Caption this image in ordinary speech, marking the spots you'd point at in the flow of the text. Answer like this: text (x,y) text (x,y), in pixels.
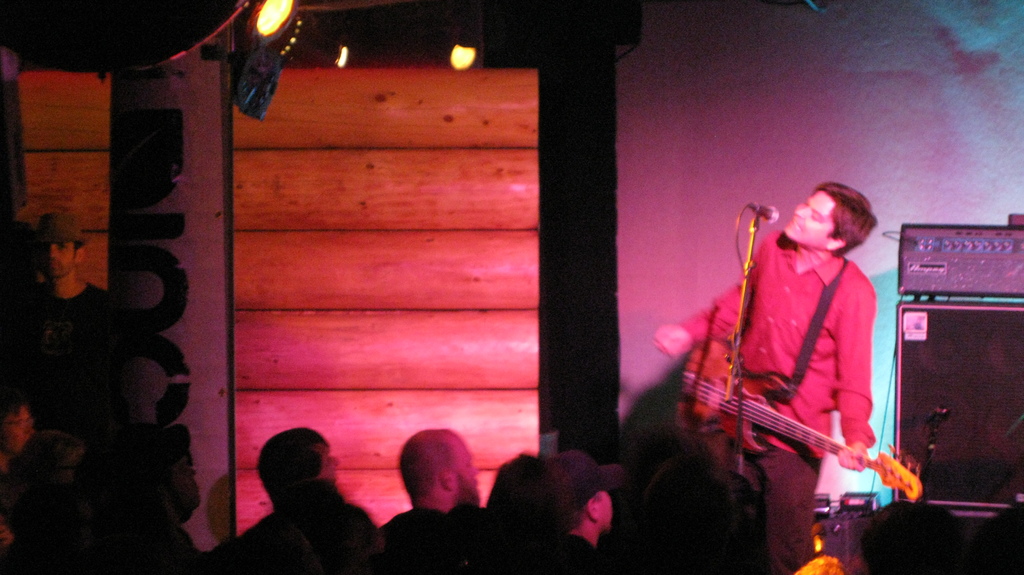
In this image there is a man (854,341) standing with a guitar (713,364) in his hand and a mic (769,209) in front of him and there is a crowd (332,536) who is watching the man (813,298) who is singing on the stage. At the top (271,58) there is a light (270,27). At the background (624,189) there is a wall (663,129) and an amplifier (1000,278).
